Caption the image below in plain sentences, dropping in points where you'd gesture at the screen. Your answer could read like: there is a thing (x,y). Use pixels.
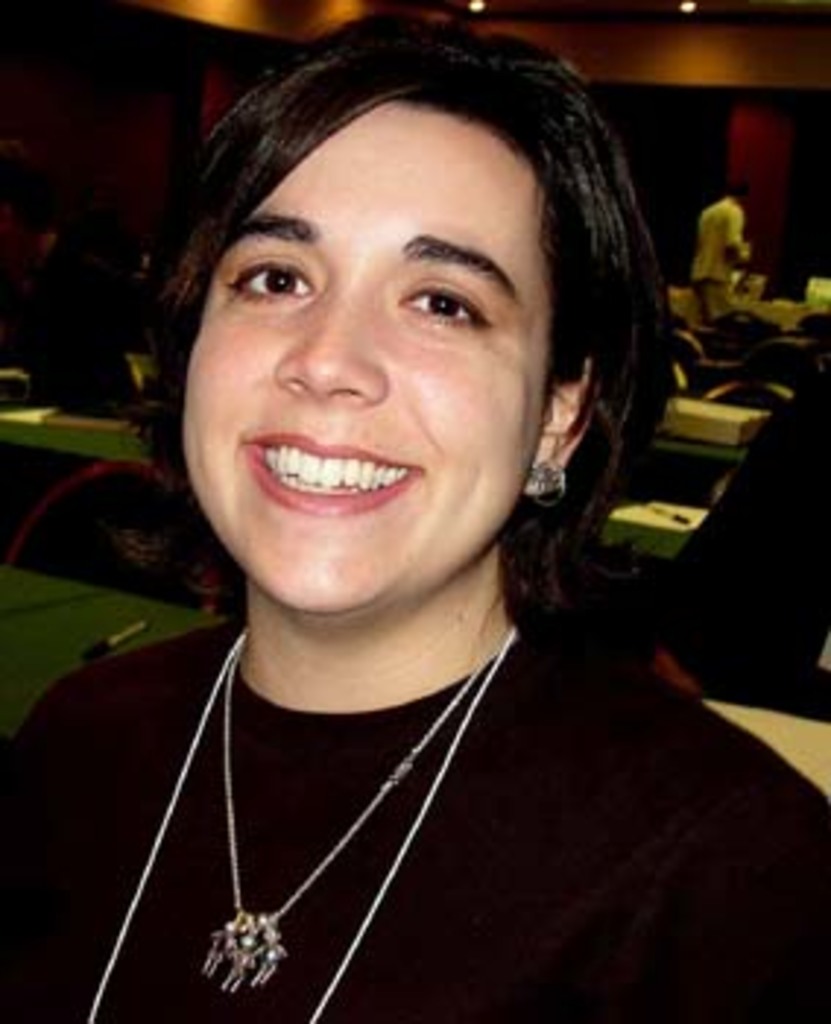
In this picture there is a girl (489,388) in the center of the image (522,392).
